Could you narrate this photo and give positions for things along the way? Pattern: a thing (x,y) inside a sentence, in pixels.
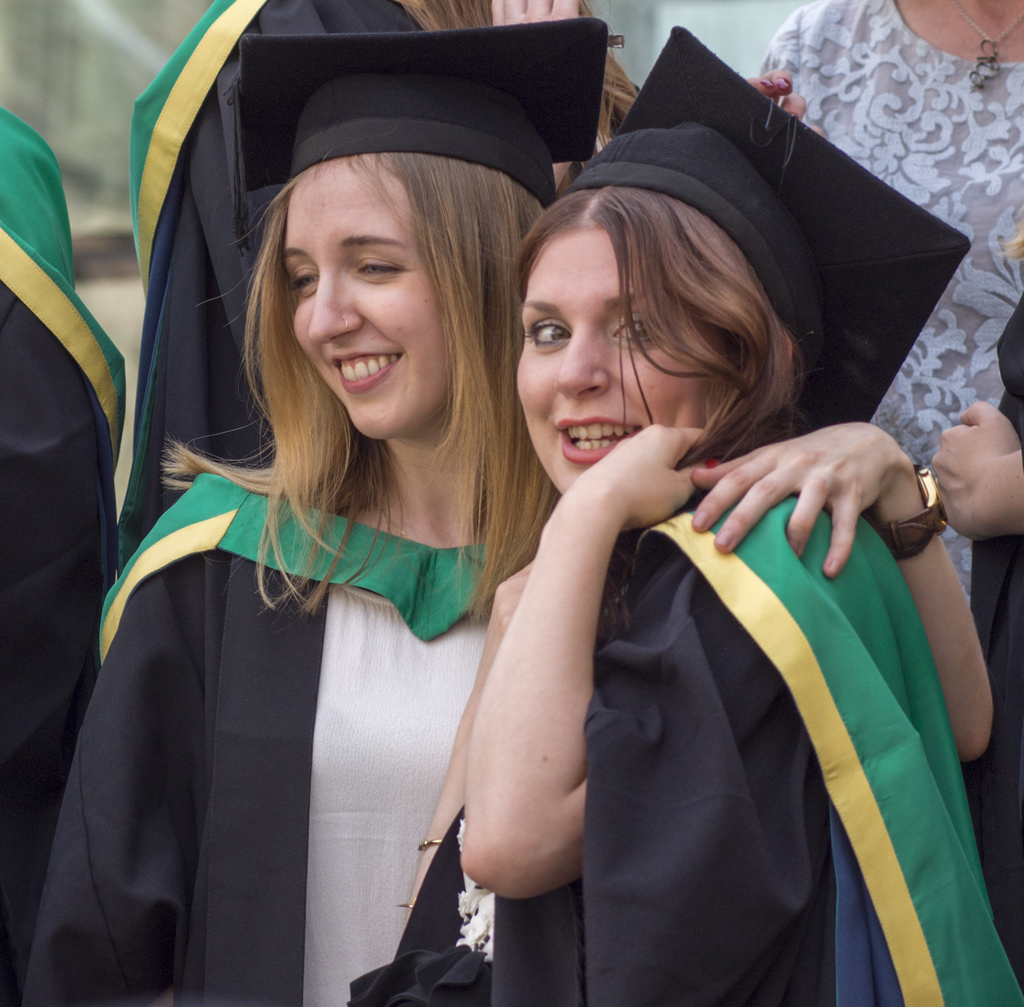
In this picture, we see two women (675,485) are standing. Both of them are smiling. The woman (598,767) on the right side (683,547) is looking at something. Behind them, we see people (891,103) are standing. They might be celebrating the convocation ceremony. In the background (38,40), we see a white wall (715,3) and it is blurred in the background (736,15).
